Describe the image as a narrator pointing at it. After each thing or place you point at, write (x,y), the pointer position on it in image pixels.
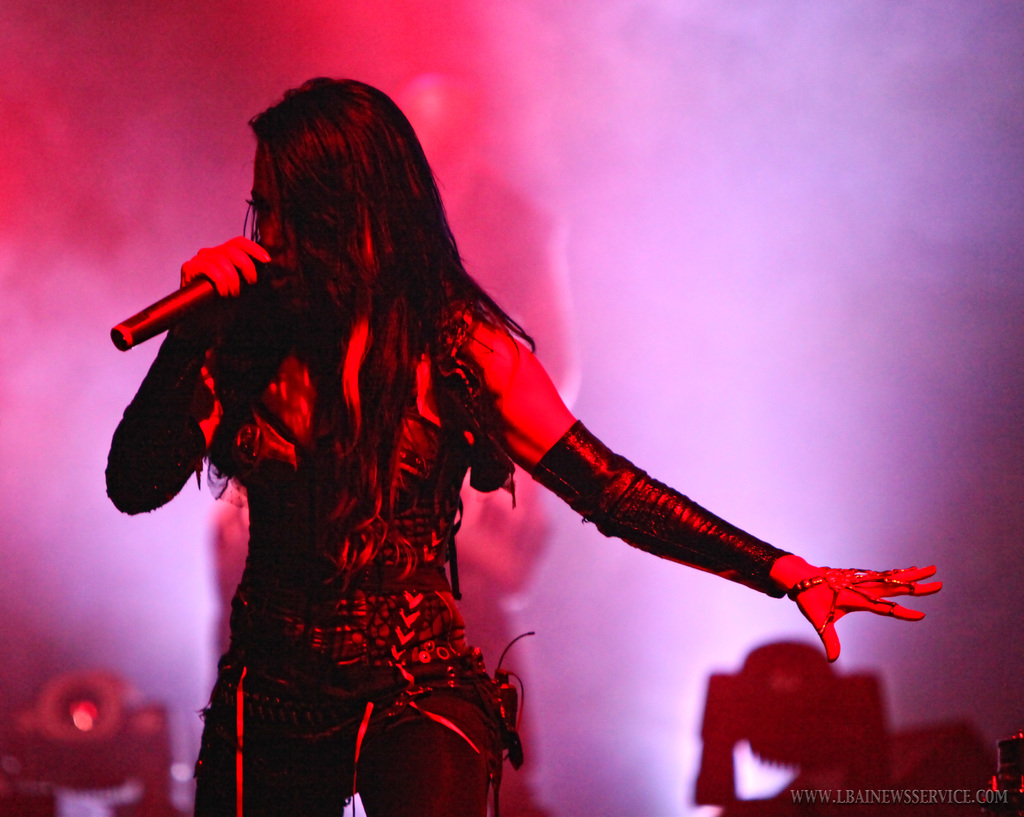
In this image there is a lady (412,491) standing and holding a mic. In the background (45,707) there are lights (735,732) and we can see a person (521,291).
